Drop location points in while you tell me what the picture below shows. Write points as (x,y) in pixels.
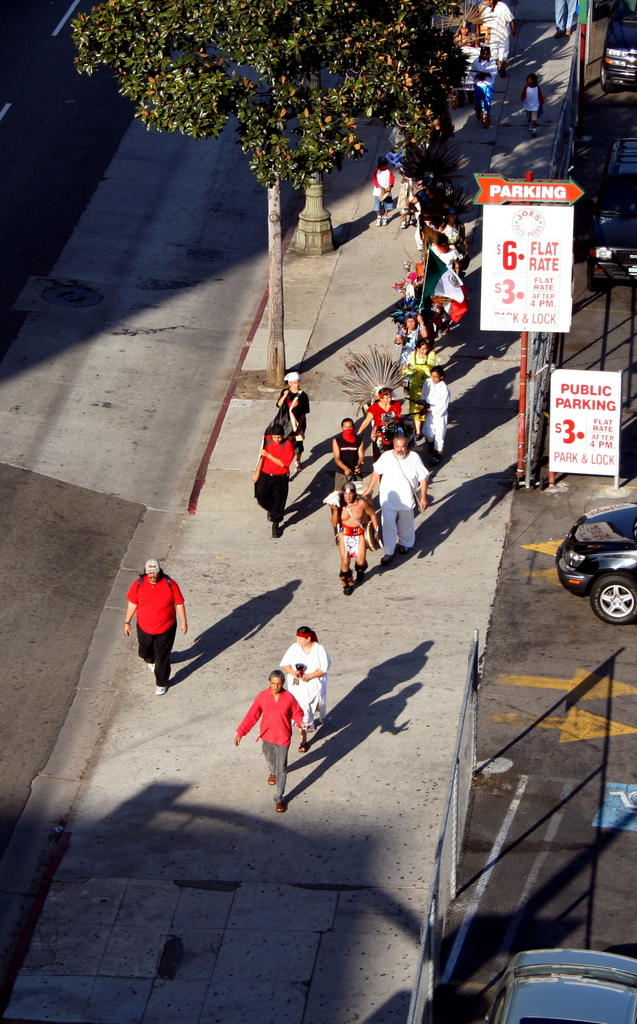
In this image we can see a group of people (265,506) walking on the ground (416,574). There is the tree (407,77), there are the cars (593,521) on the road (507,889).
